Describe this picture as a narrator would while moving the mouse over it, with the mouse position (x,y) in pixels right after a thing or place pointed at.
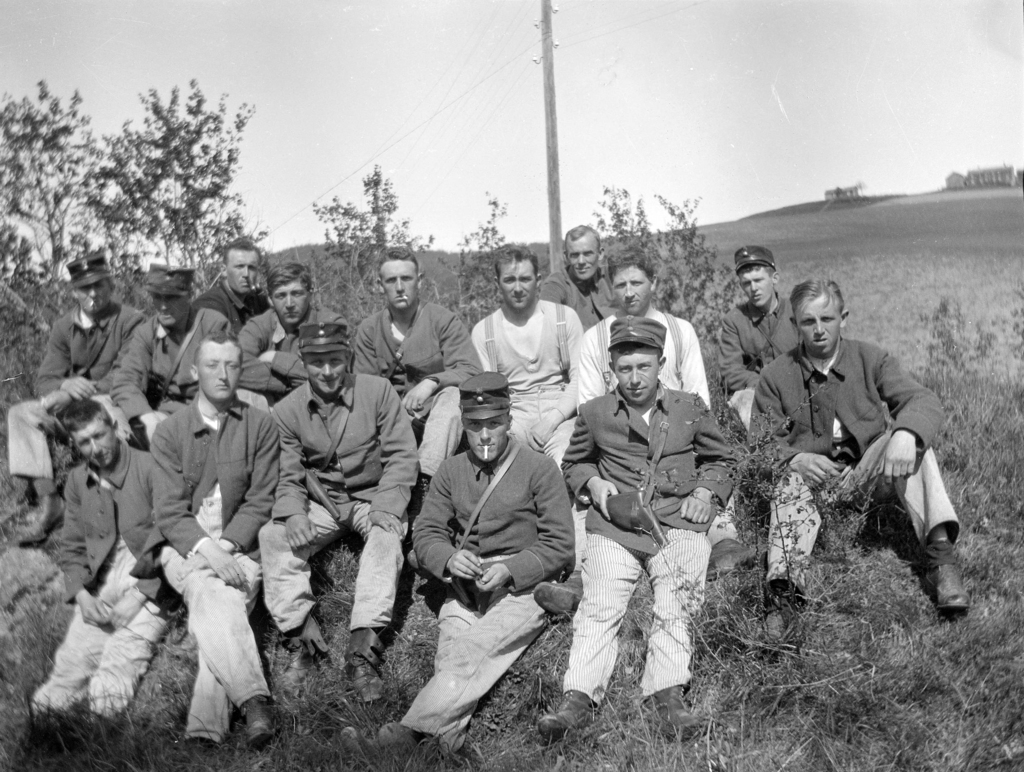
This is a black and white picture. Here we can see people (339,450) are sitting on the ground (642,595). There are plants (927,327), grass (729,619), pole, and trees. In the background (612,15) there is sky (597,123).
